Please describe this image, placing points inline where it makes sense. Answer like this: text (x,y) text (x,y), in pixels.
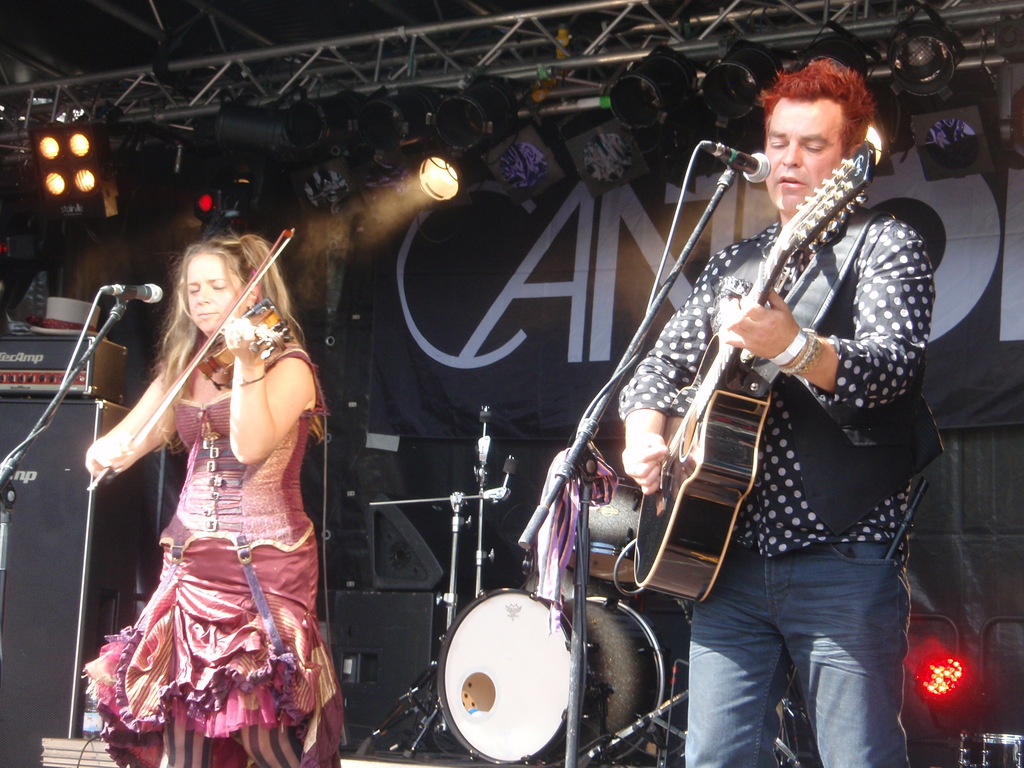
This picture is clicked in musical concert. Man (838,158) on the right corner of the picture (847,373), wearing black shirt (864,321) is holding guitar (763,418) in his hands (633,453) and playing it. He is even singing on microphone (764,168). Beside him, woman (259,605) wearing brown dress (246,614) is holding violin (263,299) in her hand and playing it. In front of her, we see microphone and behind them, we see drums (508,682).
